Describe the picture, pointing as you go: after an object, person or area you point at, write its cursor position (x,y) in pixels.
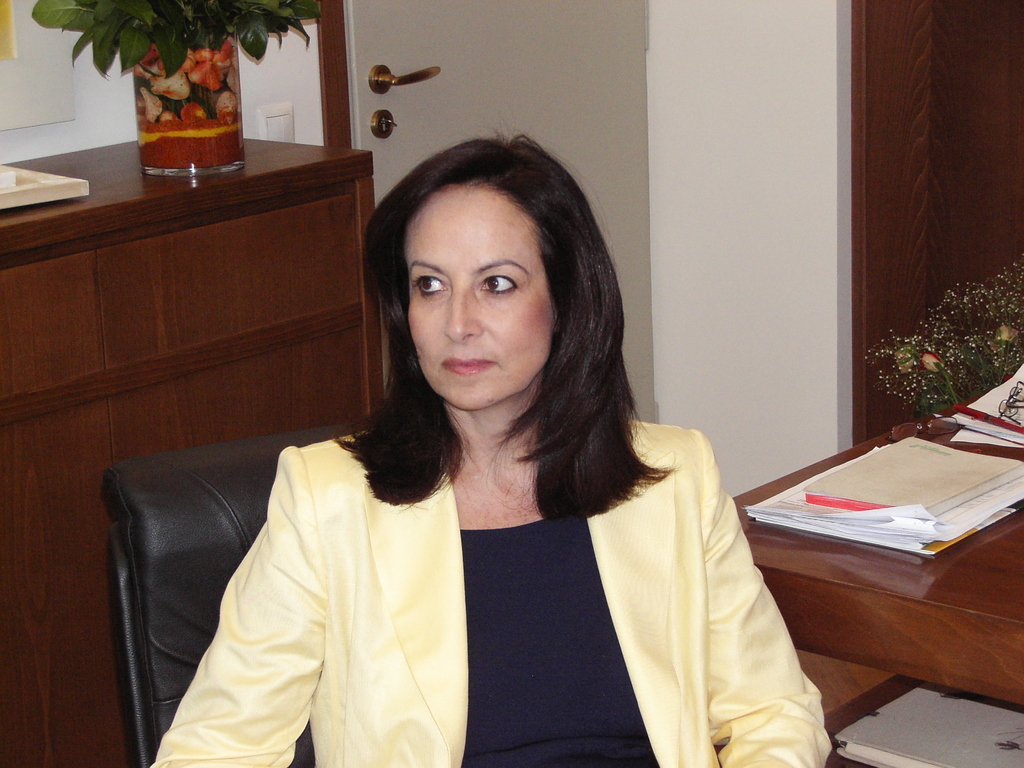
As we can see in the image there is a door (610,111), wall (722,82), a woman (501,332) sitting on chair (205,544) and a table (969,609). On table (972,595) there are books (930,459) and papers (930,509).
